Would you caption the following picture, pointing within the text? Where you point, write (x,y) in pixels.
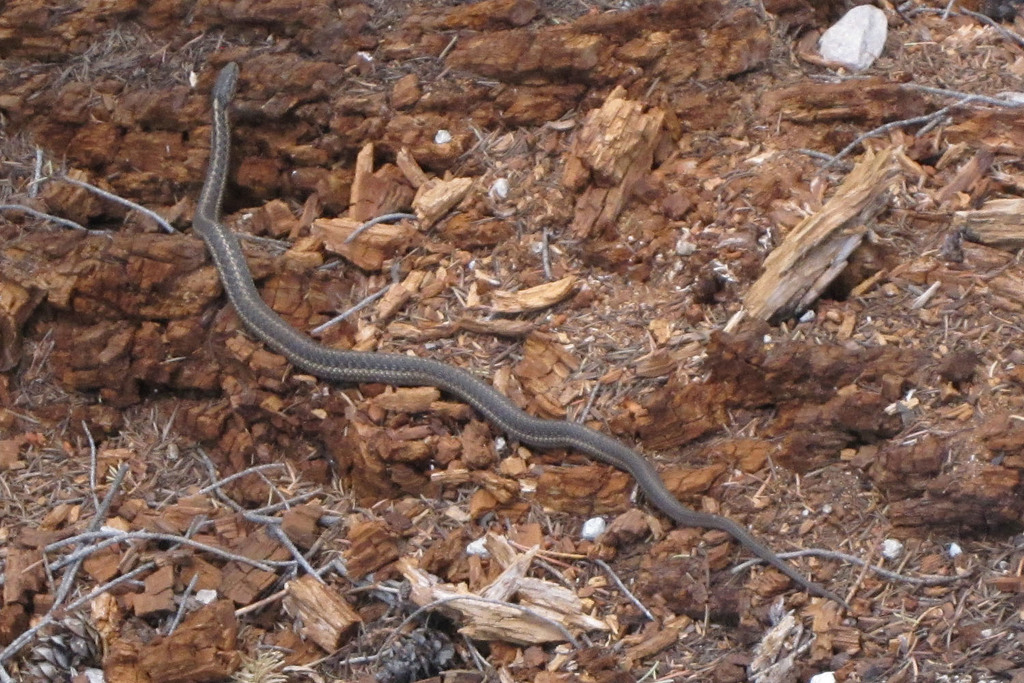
In this image I can see a snake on the ground (407,438), dry grass (159,476) and wood sticks (266,566). This image is taken, maybe during a day.
